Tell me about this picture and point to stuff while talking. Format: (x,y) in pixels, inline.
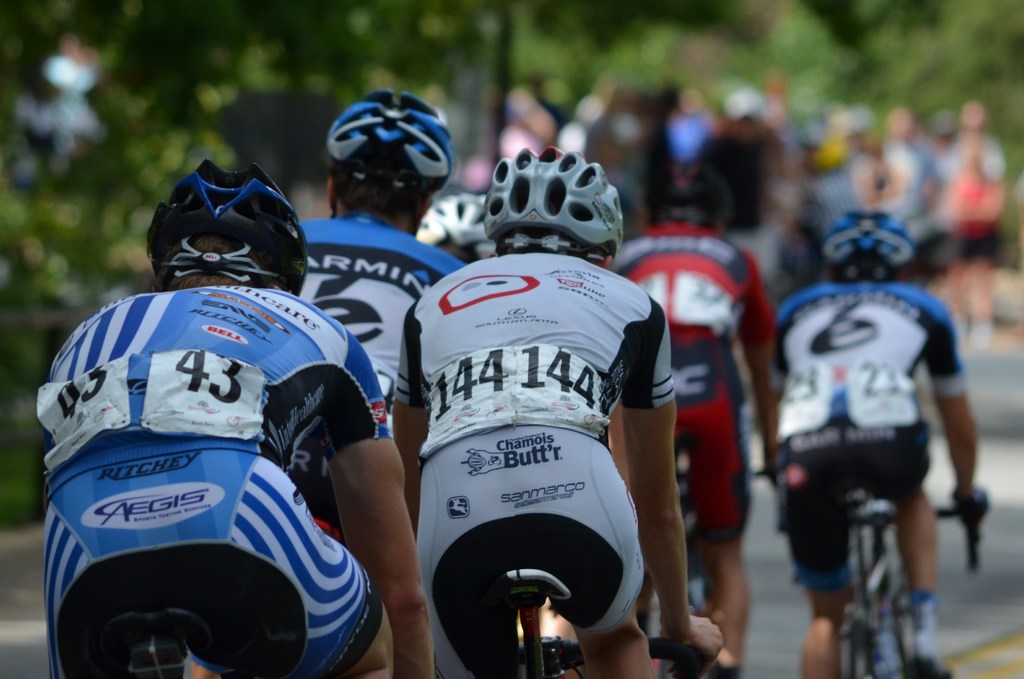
In this image I can see few persons (555,450) wearing white, blue and black colored dresses (410,380) and helmets (536,197) are riding bicycles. I can see the blurry background in which I can see few trees (585,25) and few persons (760,149).
